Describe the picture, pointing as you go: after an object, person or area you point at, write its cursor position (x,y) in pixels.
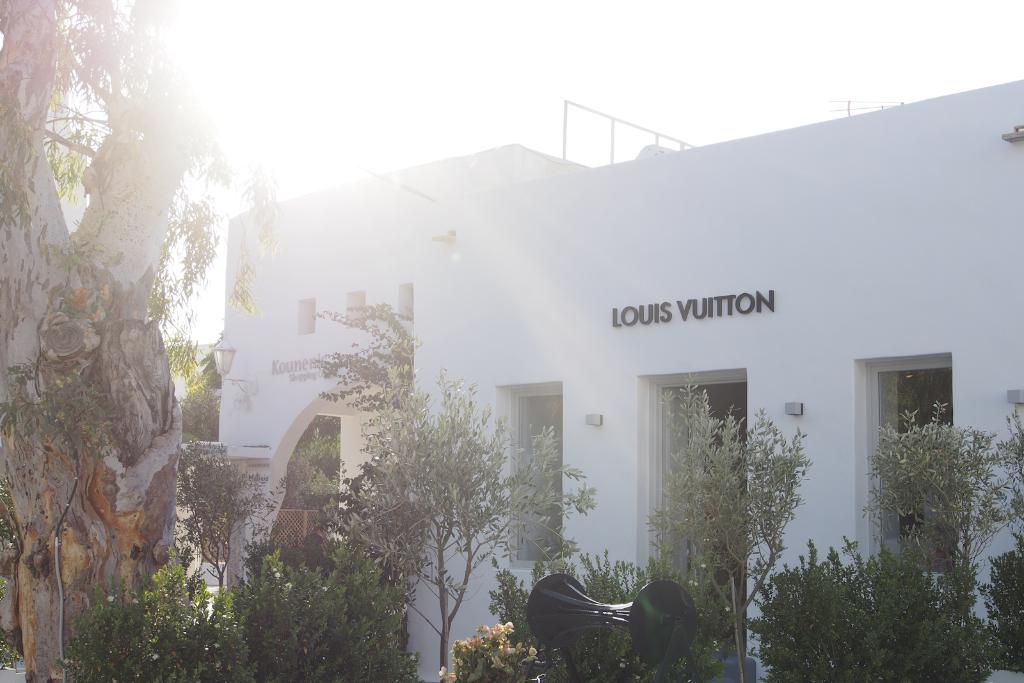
In this picture there is a building (914,205) and there is text (295,367) on the building (849,327) and there are trees (679,477) and there is an object (560,599) and there is a light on the wall (501,232). At the top (456,85) there is sky (593,65) and there is a sunshine (316,54).
